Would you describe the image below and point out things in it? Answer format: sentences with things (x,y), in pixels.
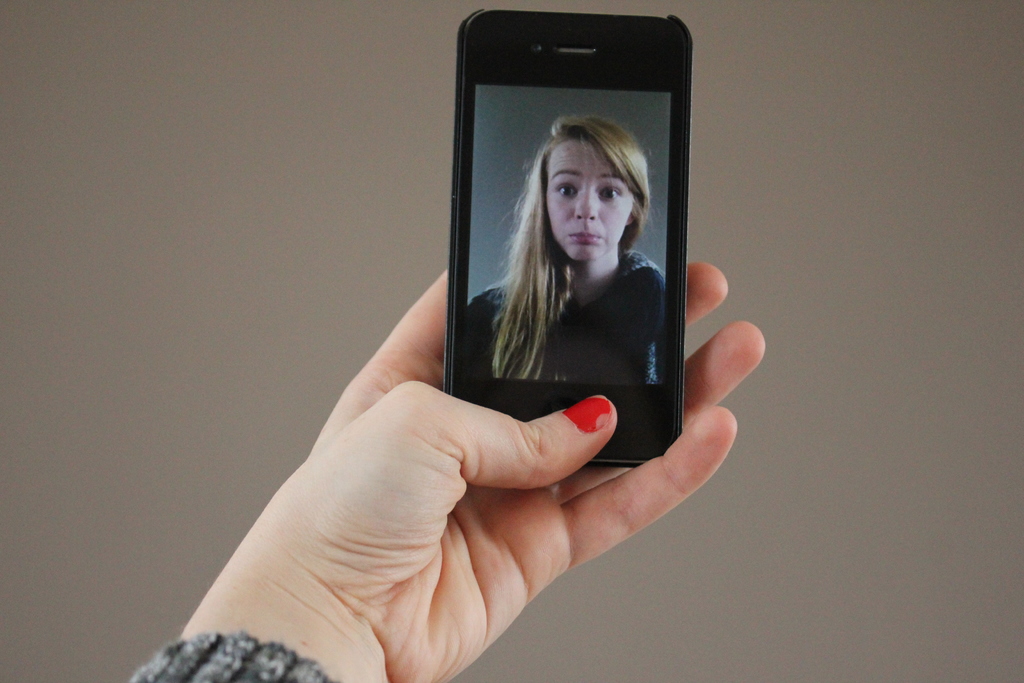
In this image there is a person's hand (374,553) and in the hand (530,460), there is a mobile phone (552,156). On the mobile phone screen (601,346) there is a picture (553,276) of a woman (600,273).
